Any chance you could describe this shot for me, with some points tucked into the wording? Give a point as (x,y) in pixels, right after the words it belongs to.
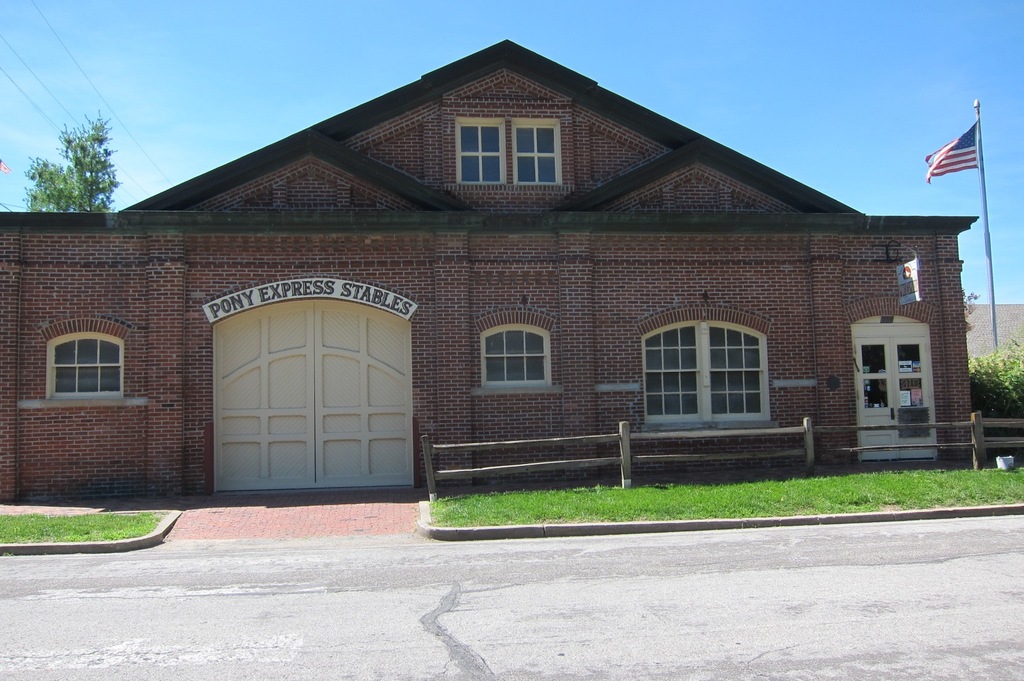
At the bottom of the image (458,650) there is a road (220,650). In the background (430,253) there is a building (425,412). In front of this building (540,410), I can see the grass (62,528). On the right side (1004,370) there are some trees (992,379) and a flag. At the top (652,55), I can see the sky (262,53).
